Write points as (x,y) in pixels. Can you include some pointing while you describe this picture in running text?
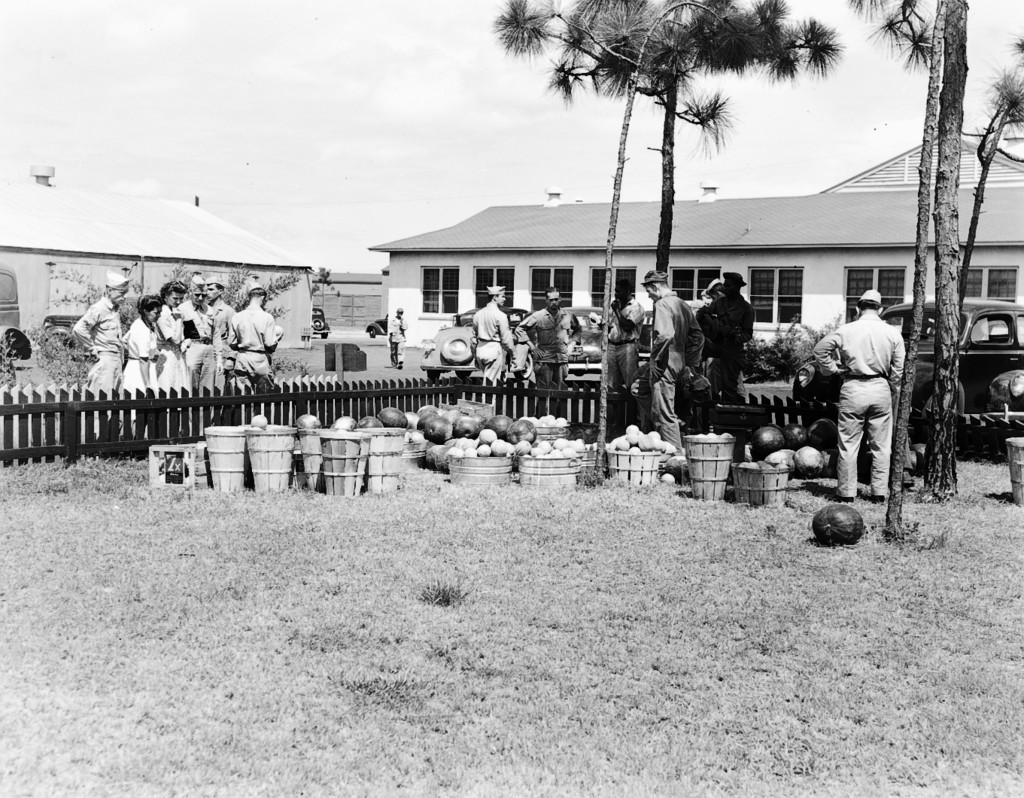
This is a black and white picture. In the background (468,218) we can see sky (511,95), house (698,200) with windows (865,278), trees (942,146). Near to the fence (67,451) we can see containers (765,472) with melons (527,422). We can see grass (940,567). Near to the house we can see vehicles (960,387) and people (82,330) standing.
